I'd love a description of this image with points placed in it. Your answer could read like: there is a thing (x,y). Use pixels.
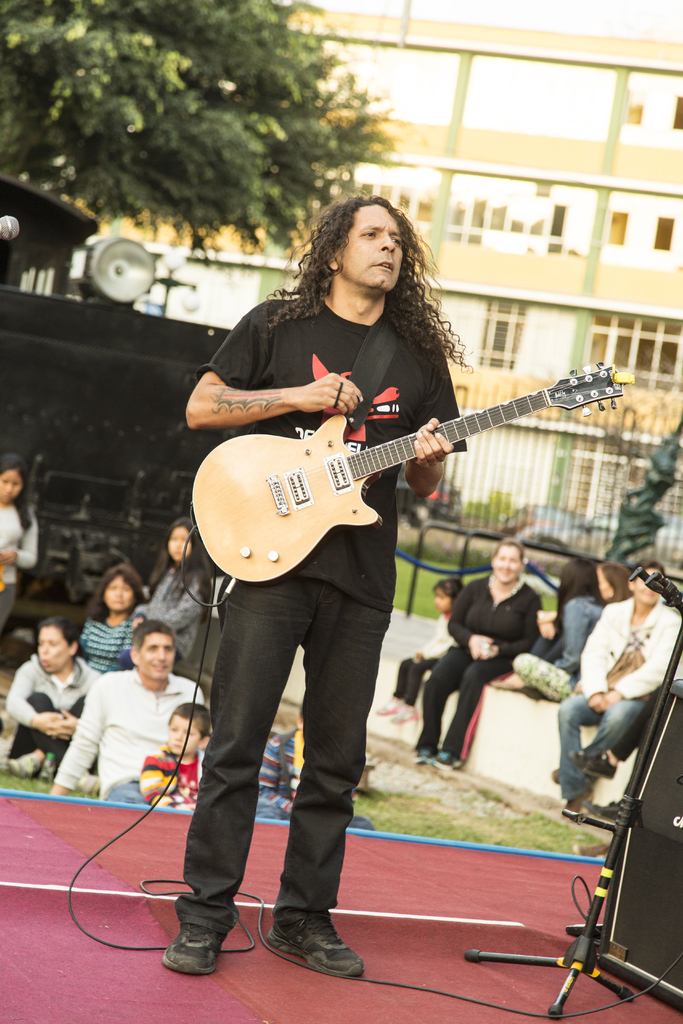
This picture shows a man (348,382) wearing a black dress (277,635), standing in the stage (235,961) and playing a guitar (397,447) in his hands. In front of him there is a speaker (634,855). In the background (167,658) there are some people (505,665) sitting and watching him. There is a railing (541,430), trees (182,90) and a buildings (567,185) here.
